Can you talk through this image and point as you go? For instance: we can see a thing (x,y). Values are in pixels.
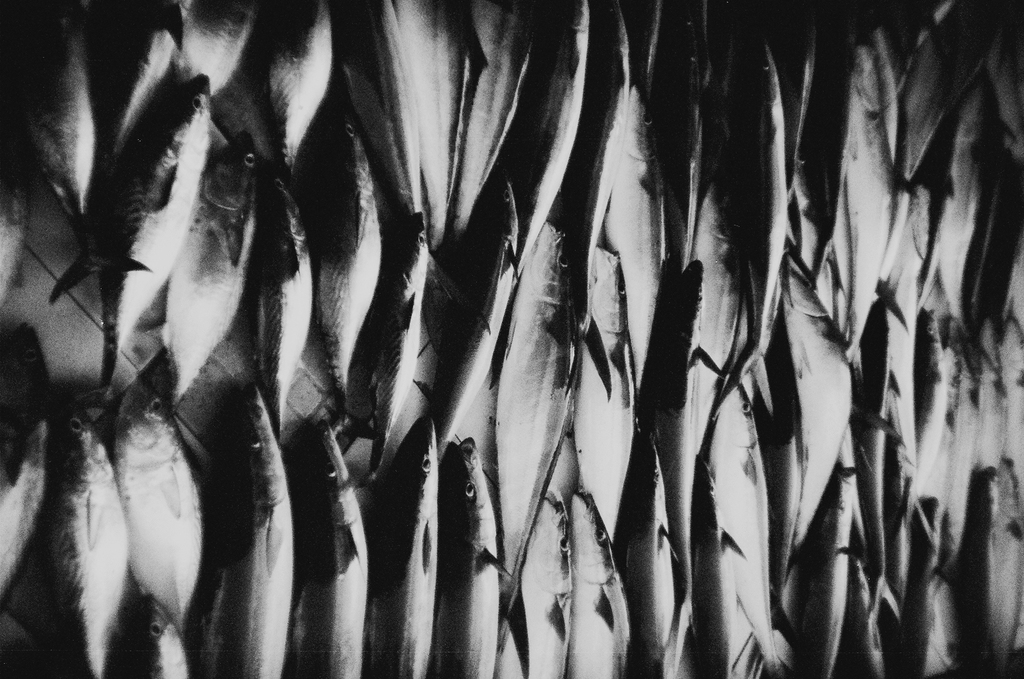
This is a zoomed in picture and we can see there are many number of fishes (549,505) seems to be placed on the ground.
